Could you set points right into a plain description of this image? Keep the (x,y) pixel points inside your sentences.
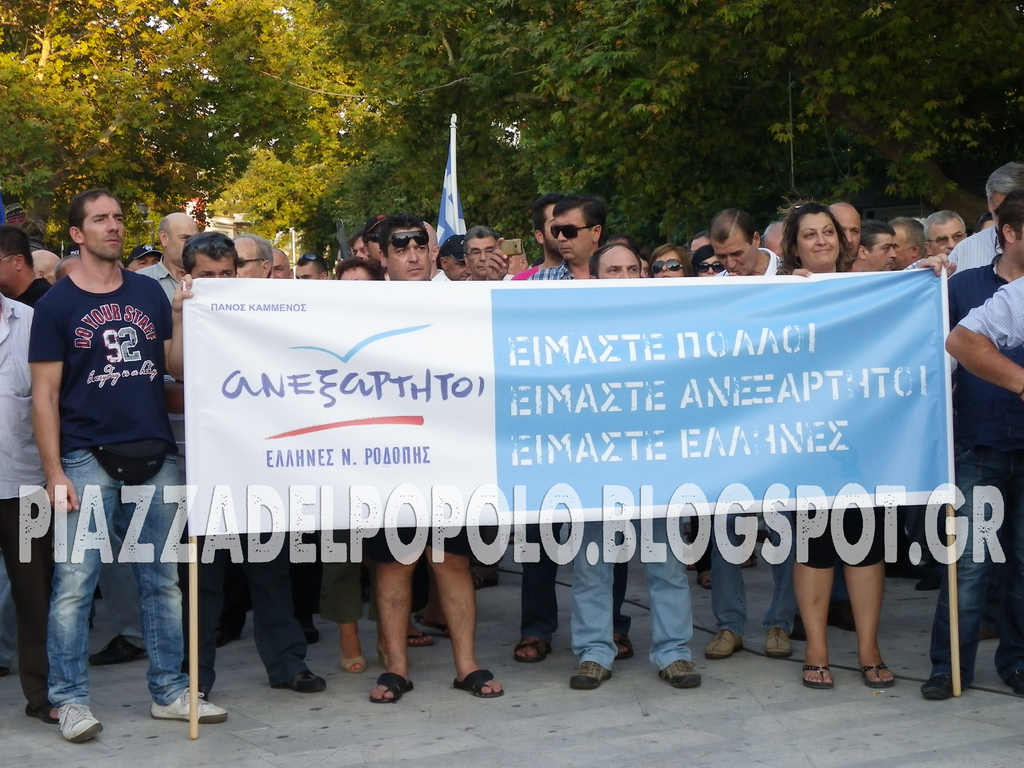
In the background (616,87) we can see the trees (604,69). In this picture we can see a flag (463,225). We can see the people (435,234). Among them few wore goggles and few (1019,226) are holding a banner (891,294). It seems like they are protesting. We can see watermark (726,553) and the road (779,745).
